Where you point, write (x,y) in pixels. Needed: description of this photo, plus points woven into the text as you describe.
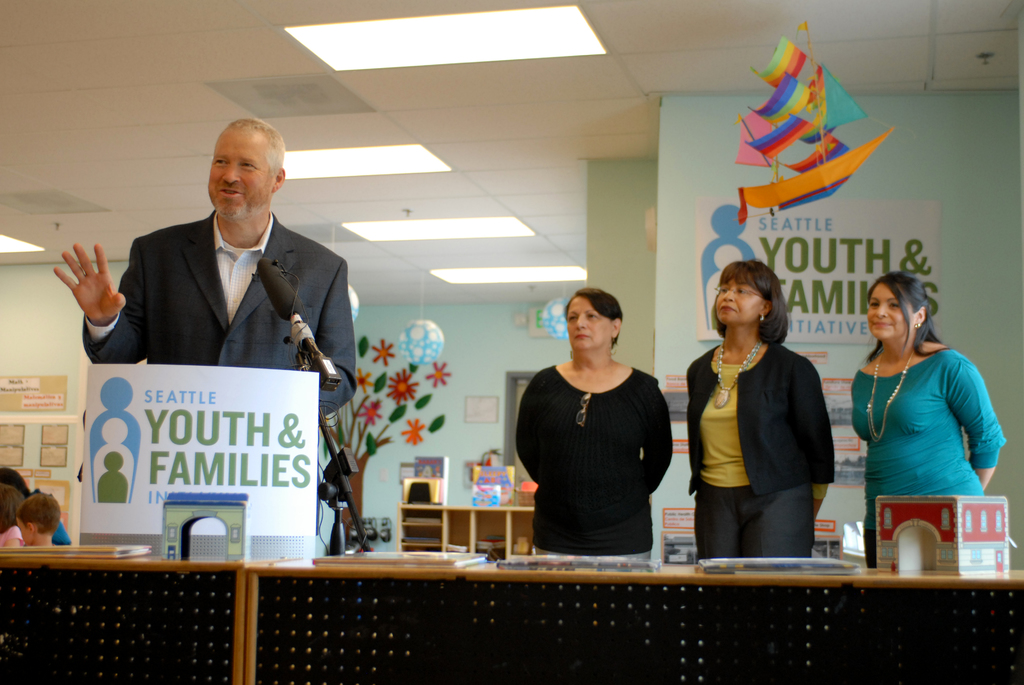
there is a man (228,214) speaking on micro phone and laughing and there are 3 woman (619,404) standing at back (928,416) who are listening to man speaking and there a yacht (804,202) hanging on the ceiling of the wall (896,254) and there is poster (851,247) is stick on the wall (806,253) showing Seattle youth and families. and at the left corner (48,517) there are kids (35,538) standing and above them some frames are attached to the wall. At the corner of the room (516,499) there is a desk (415,505) in which books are arranged and some wall decor (414,372) of tree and flowers (400,386) on the wall (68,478).
